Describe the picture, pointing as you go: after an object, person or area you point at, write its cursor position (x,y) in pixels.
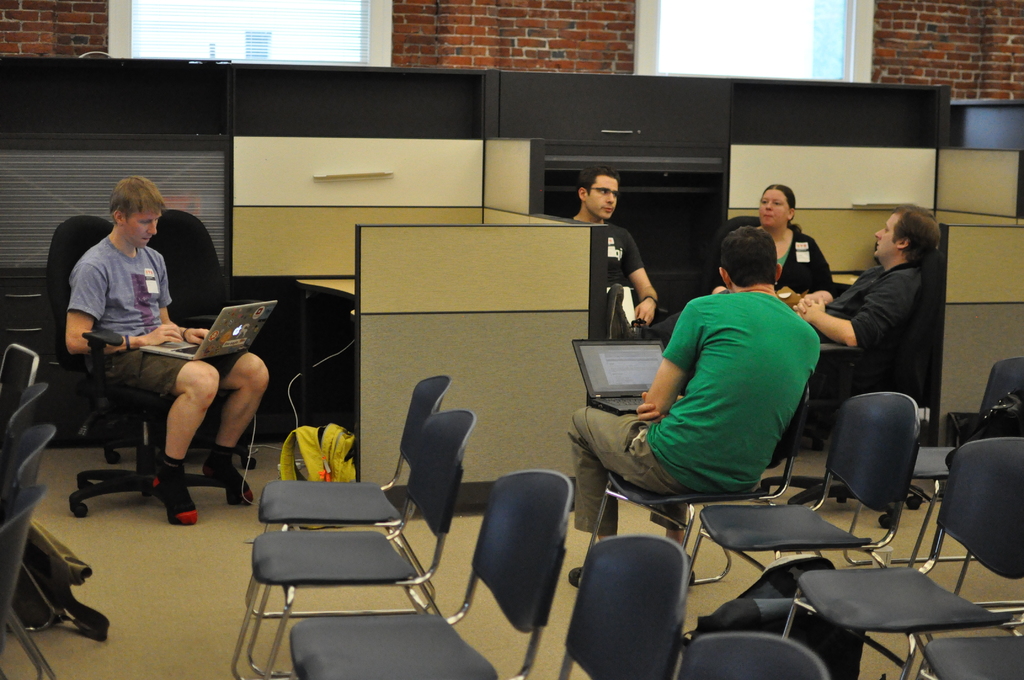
In this image i can see a man (154,374) sitting and operating the laptop (195,350) he is wearing a blue shirt (139,319) and brown short (140,361) sitting at the left (125,367) at the right (713,423) there are three man (658,386) and a woman (810,279) sitting, a man (762,308) at front wearing green t-shirt (735,372), brown pant (613,424) operating the laptop (619,374) the man (628,273) sitting here wearing black shirt (874,279) there are few black chairs (802,596), at the back ground (417,166) i can see a cup board (420,183), a wall (416,34) and a window (319,36).
